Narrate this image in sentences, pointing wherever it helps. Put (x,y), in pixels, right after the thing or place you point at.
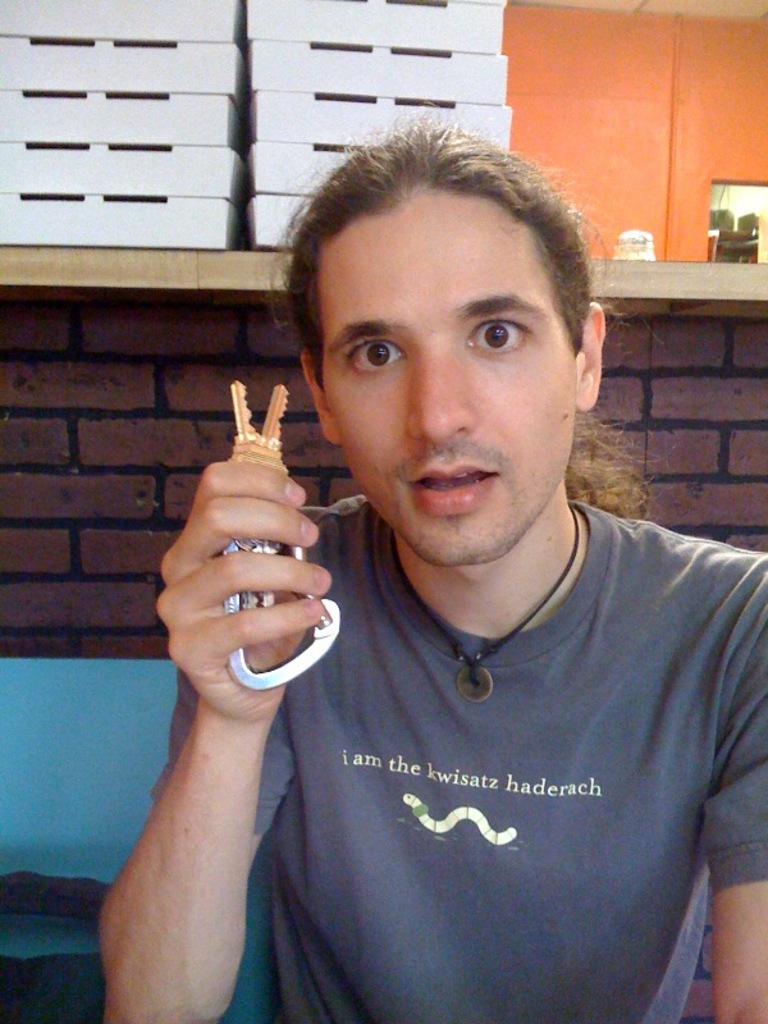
In this image I can see a person (425,541) holding a key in the background (716,135) I can see the wall (725,143) and the bench (753,270) and top of bench (177,264) I can see white color boxes (178,228).
